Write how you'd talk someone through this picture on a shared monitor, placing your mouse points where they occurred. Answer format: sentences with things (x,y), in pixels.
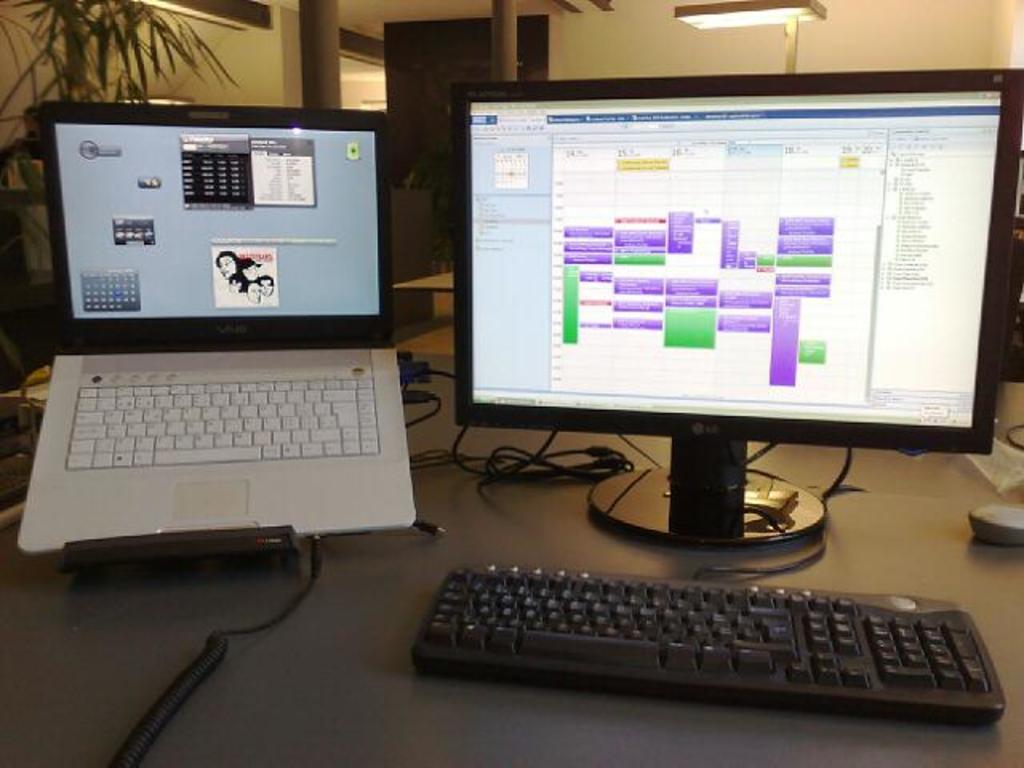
In this image I can see a laptop (354,426), a desktop (611,488), a keyboard (782,593) with some wires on a table (942,540), a mouse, potted plant (93,58), poles (304,54), lights (790,44), and an entrance (383,64) with a door (452,51).
